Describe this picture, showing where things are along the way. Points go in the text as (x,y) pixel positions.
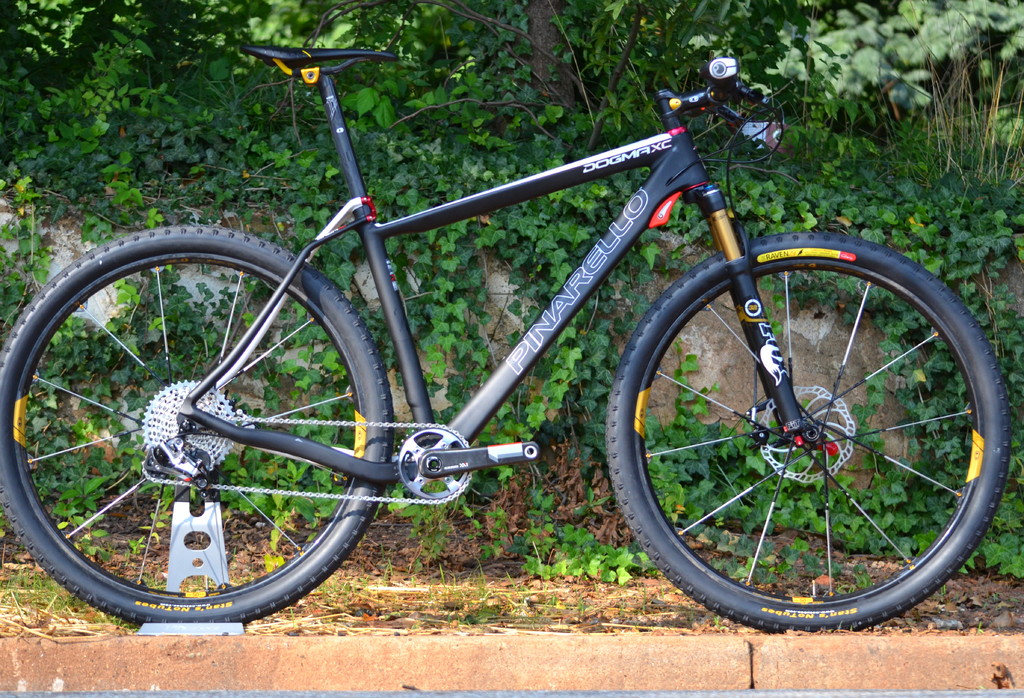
In this picture there is a black color bicycle (307,548) parked on the footpath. Behind there are some green leaves (528,211) and plants (591,362).
